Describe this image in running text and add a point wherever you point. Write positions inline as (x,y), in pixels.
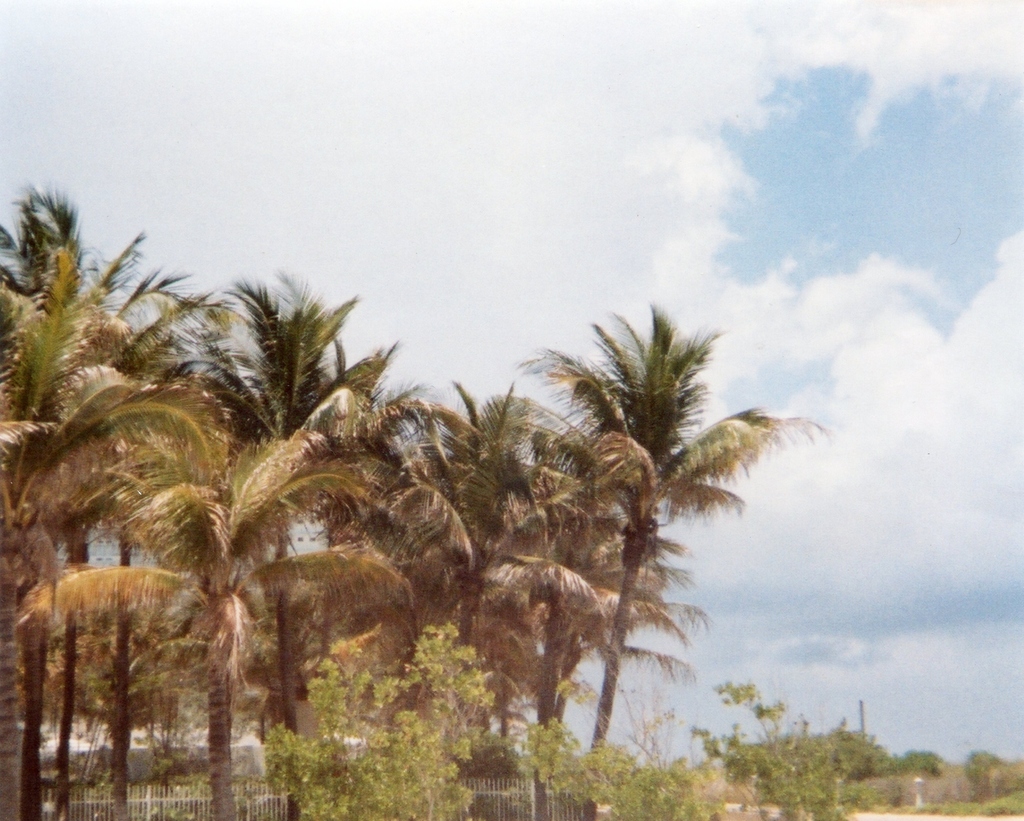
In this image there are coconut trees (306,582) on the left side (312,597). At the bottom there is a fence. At the top (854,164) there is the sky (886,169). There is land (884,807) at the bottom (864,808). On the land (864,815) there are plants (793,765).
